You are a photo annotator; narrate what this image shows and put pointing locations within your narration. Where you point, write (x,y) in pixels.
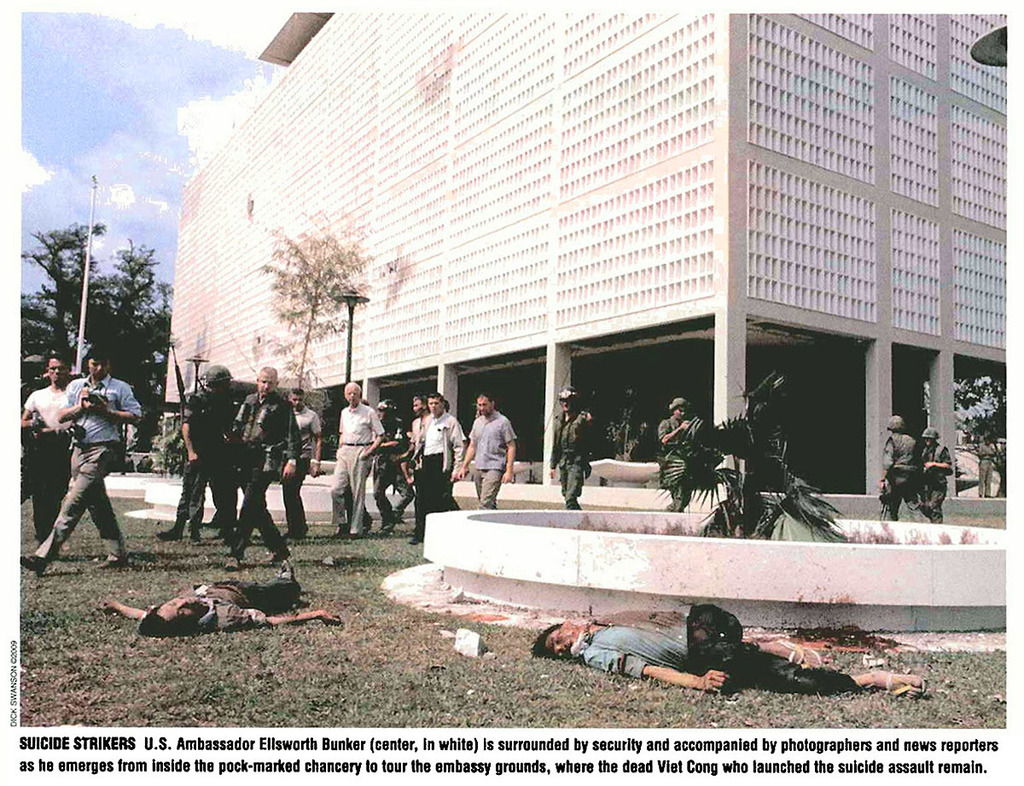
In this image we can see some people (640,611) and among them two persons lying on the ground (418,707) and we can see some plants (665,481) and trees (68,319). There is a building (734,366) in the background (379,99) and we can see some light poles (977,58) and there is some text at the bottom of the image (883,737) and at the top (120,159) we can see the sky (133,146).
